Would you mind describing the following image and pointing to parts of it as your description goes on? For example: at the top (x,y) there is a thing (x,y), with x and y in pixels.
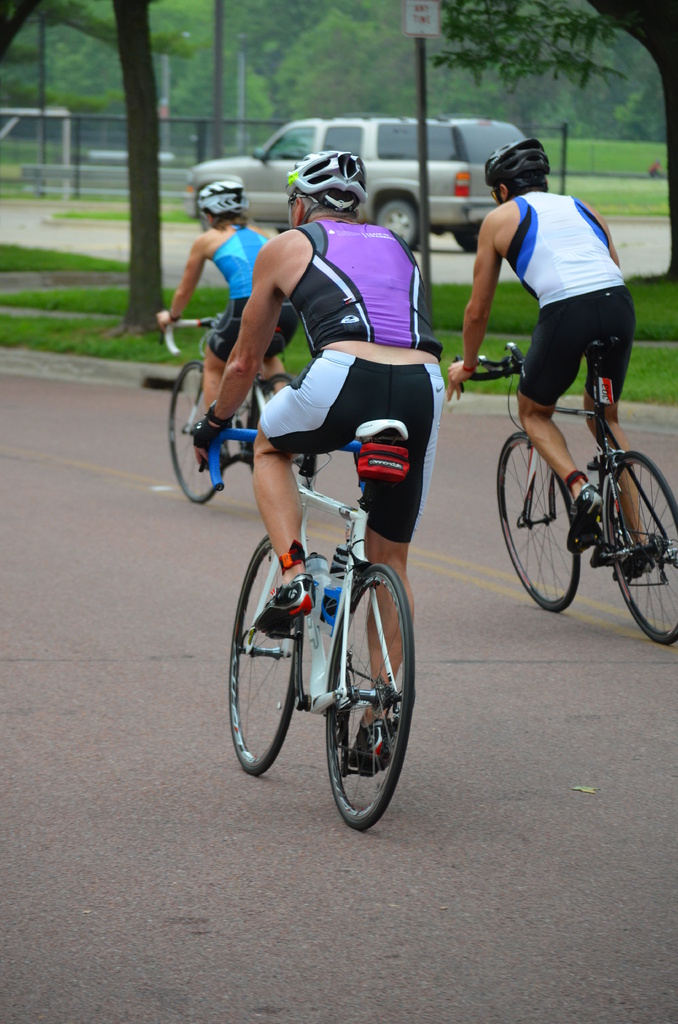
In this picture we can see three persons (398,663) riding a bicycle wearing a helmets (295,178). This is a road (134,785). On the background (318,70) we can see trees (559,91) and cars (391,164). This is a grass (654,362).
